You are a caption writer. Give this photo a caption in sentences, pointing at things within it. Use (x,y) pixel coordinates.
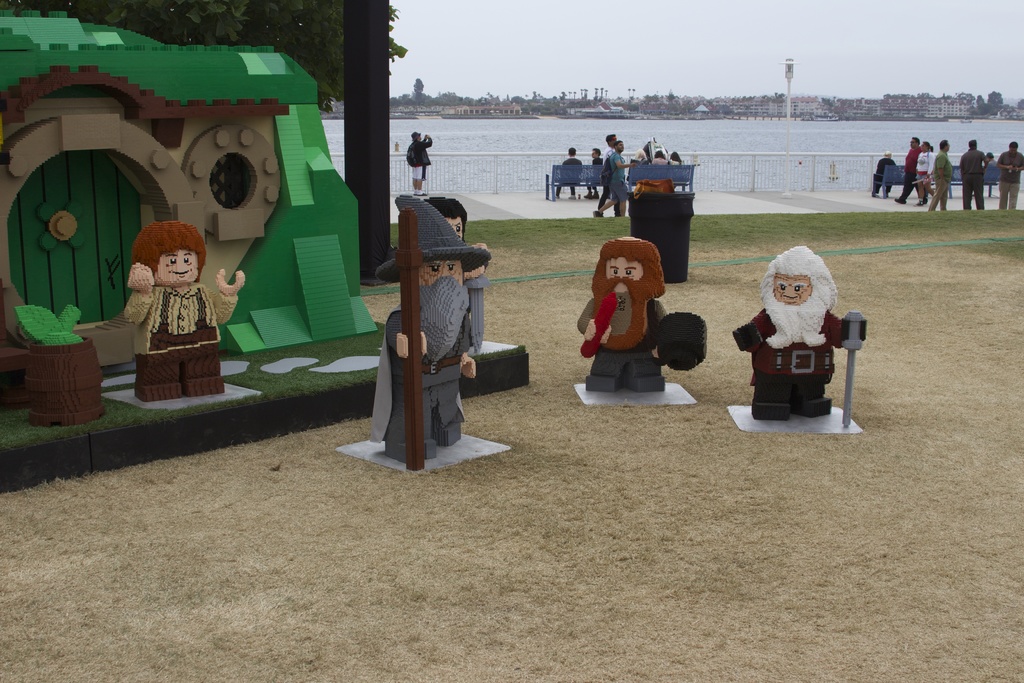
In the foreground (273,273) I can see toy persons (184,321), house plant (75,317) and a house (116,314). In the background (629,139) I can see a crowd (613,141), benches (586,182), water (553,151), trees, fence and buildings (791,108). At the top (697,84) I can see the sky (686,87). This image is taken may be during a day.
